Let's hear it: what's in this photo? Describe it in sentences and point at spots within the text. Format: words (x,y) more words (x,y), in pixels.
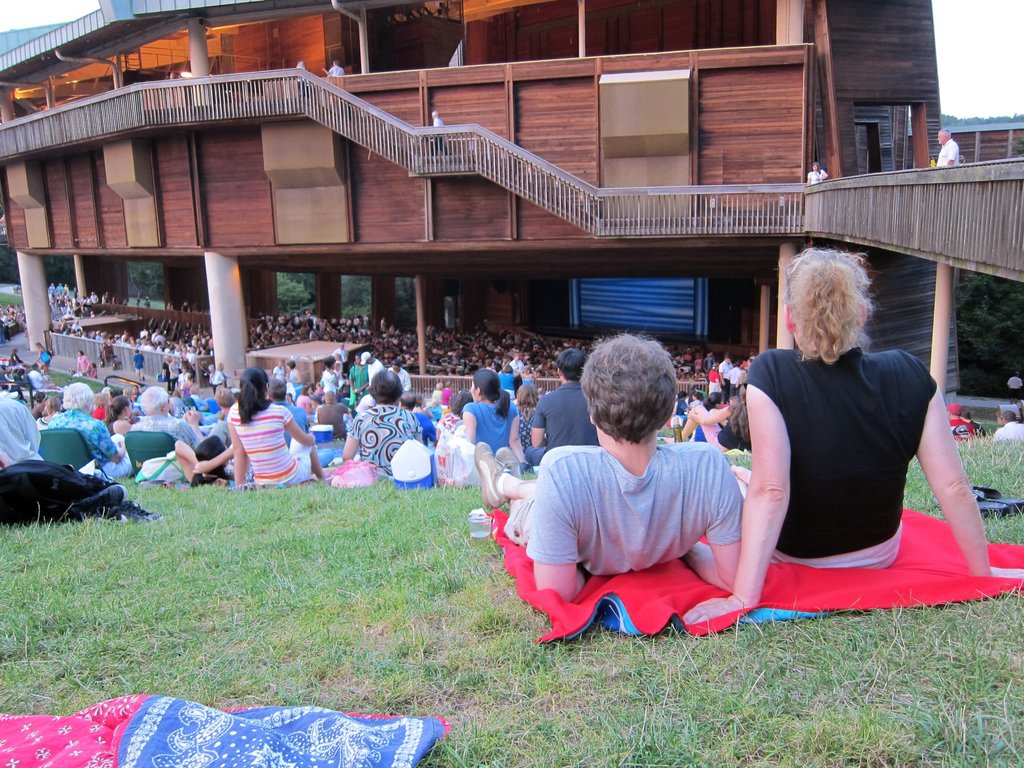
In this picture we can observe some people (230,419) sitting and laying on the ground (282,547). There is some grass (303,568) on the ground (309,627). We can observe a pink and blue color cloth (123,730) on the left side (224,750). There is a brown color building (429,70) and a railing (618,216) here. There were men (403,386) and women (362,427) in this picture. In the background (946,92) there is a sky (8,2).
